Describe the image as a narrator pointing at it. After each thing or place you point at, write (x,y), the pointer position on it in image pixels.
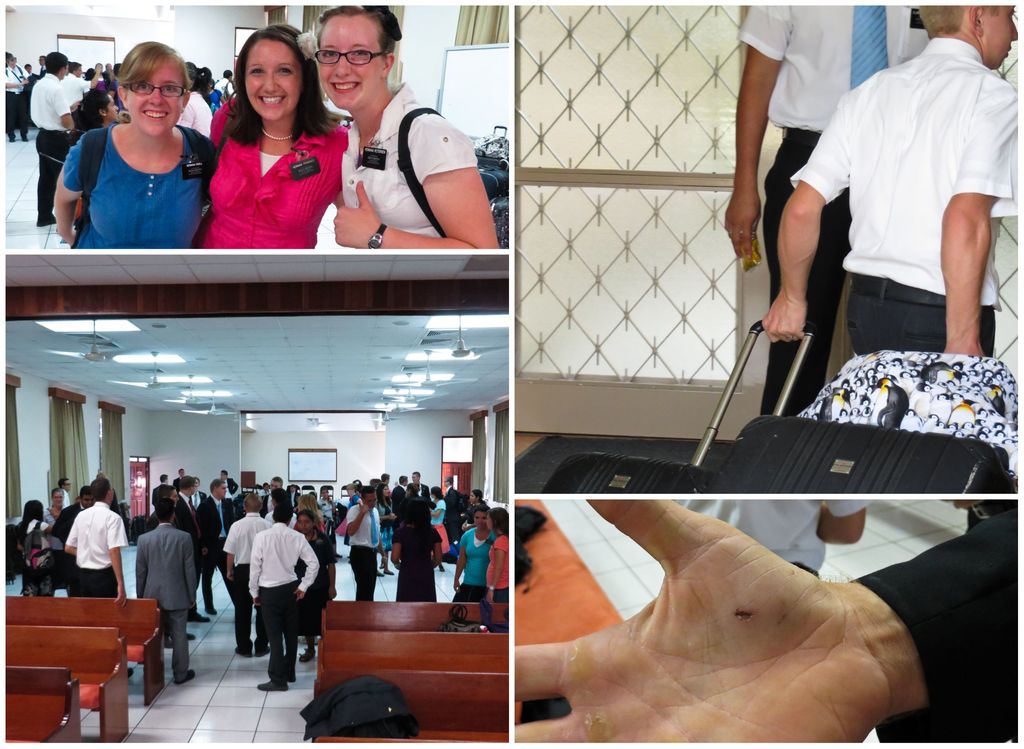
In this image we can see four pictures. In the first picture we can see these three women (320,193) are standing and smiling. In the background (20,71), we can see a few more people (35,95). In the second picture we can see this person (904,142) is holding the Trolley bags (794,430) and in the background (866,43), we can see a person (760,154). In the third picture we can see these people (378,491) standing on the floor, here we can see the wooden benches (401,651) and in the background (296,442), we can see a few more things (447,473). In the fourth picture we can see a person's hand (722,619).
